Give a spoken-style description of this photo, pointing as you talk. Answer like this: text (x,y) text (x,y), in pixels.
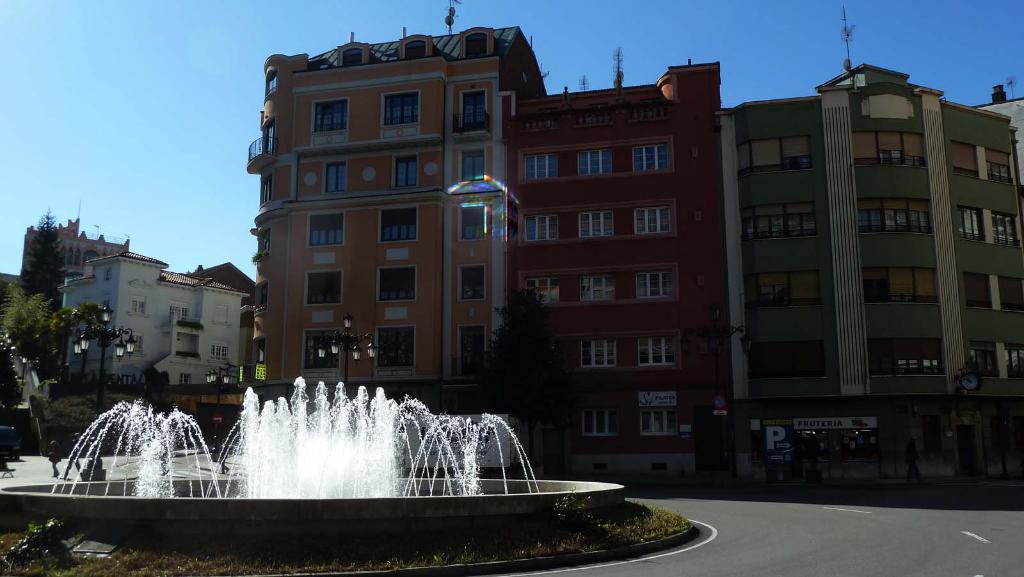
In this image I can see a water fountain (237,503) in the front (457,474) and around it I can see grass (537,550). On the right side of this image (858,512) I can see a road (798,536) and on it I can see white lines (648,557). In the background (454,379) I can see number of buildings (603,166), number of windows (788,304) and the sky (915,64). On the right side of this image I can see few boards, a clock (974,381) and on these boards (859,420) I can see something is written. On the left side of this image (44,284) I can see number of lights (119,345) and few trees (60,355).
